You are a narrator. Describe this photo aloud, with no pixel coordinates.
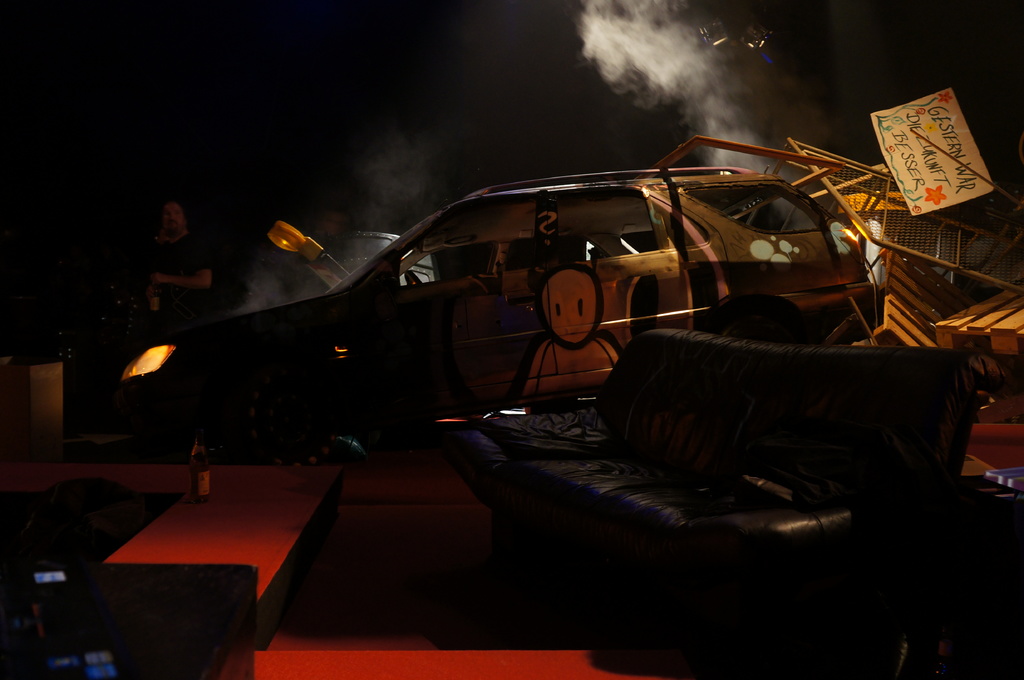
In the picture we can find a car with headlight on and one person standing behind the car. In front we can find the bench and sofa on the floor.
